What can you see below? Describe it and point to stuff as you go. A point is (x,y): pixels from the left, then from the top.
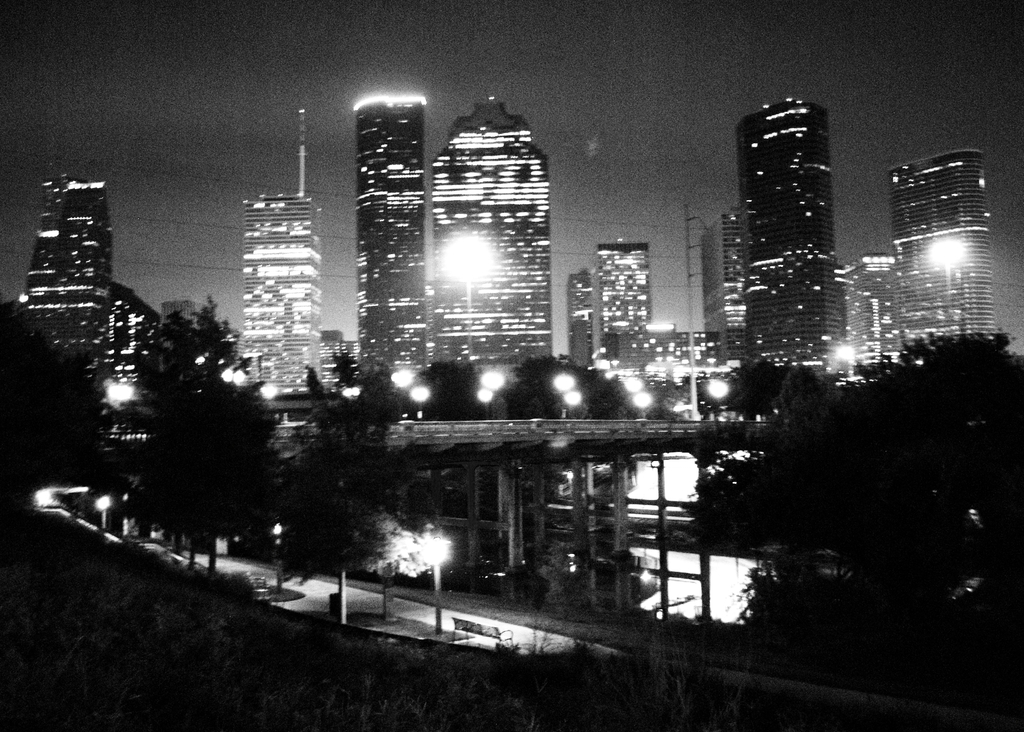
This is the black and white image, on the foreground (173,449), there is a fly over (617,439), trees (325,468), lights (426,538) and a bench (467,625). In the background (905,250), there are skyscrapers (268,262), lights (480,246), trees (466,380) and the sky (622,81).
